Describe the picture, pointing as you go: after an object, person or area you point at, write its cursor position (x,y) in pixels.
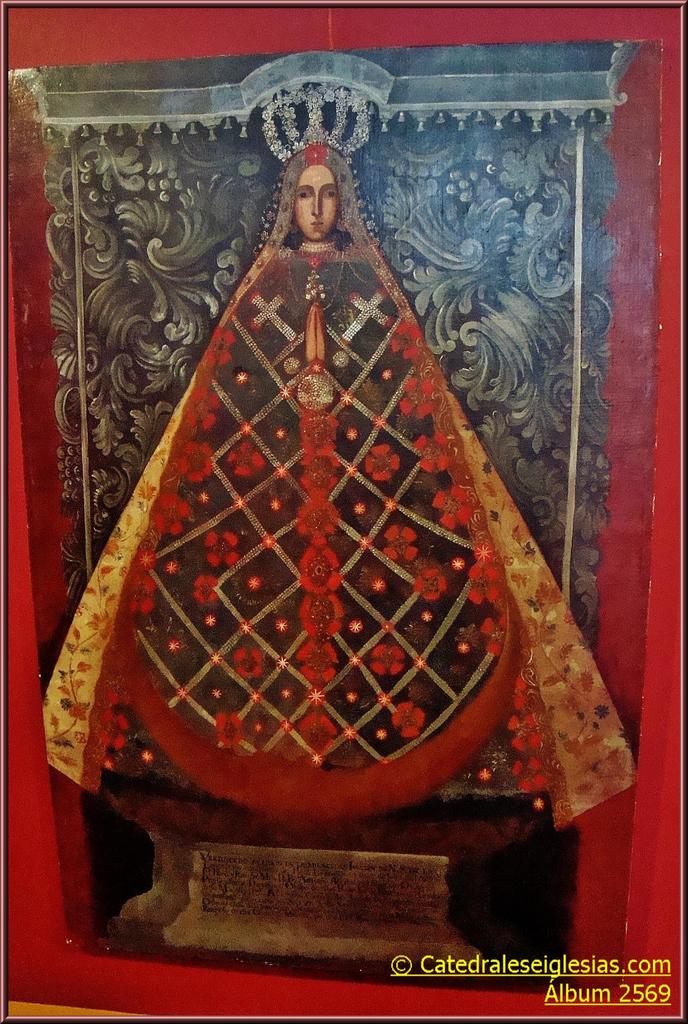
In this image I can see a person (332,399) wearing different color costume (448,560). Back I can see a grey, black and red color background (664,23).
